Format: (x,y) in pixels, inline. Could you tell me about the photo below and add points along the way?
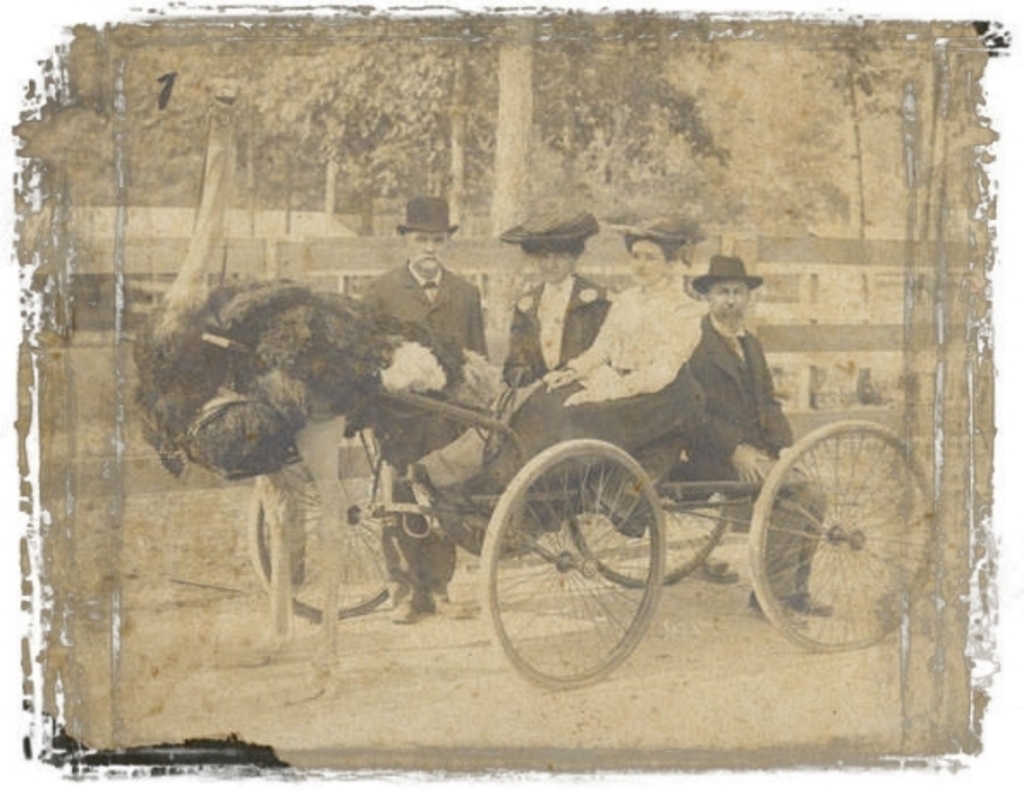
In the foreground of the picture (470,366) I can see three persons (512,352) sitting in the cart (861,445) and there is a bird (270,337) on the left side (281,291). In the background (400,109), I can see the trees (611,146).
